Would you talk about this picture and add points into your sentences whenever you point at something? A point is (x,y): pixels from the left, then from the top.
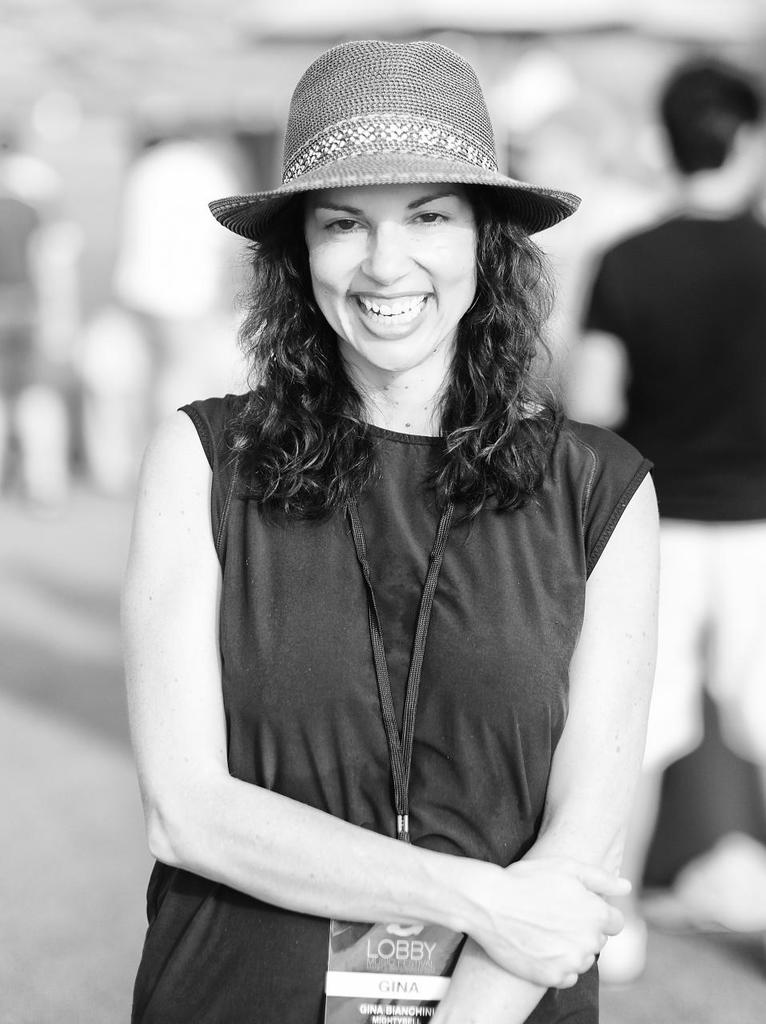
In the center of the image (464,389) we can see a lady (365,666) standing. She is wearing a hat (394,146). In the background (644,320) there is a man (700,407).
